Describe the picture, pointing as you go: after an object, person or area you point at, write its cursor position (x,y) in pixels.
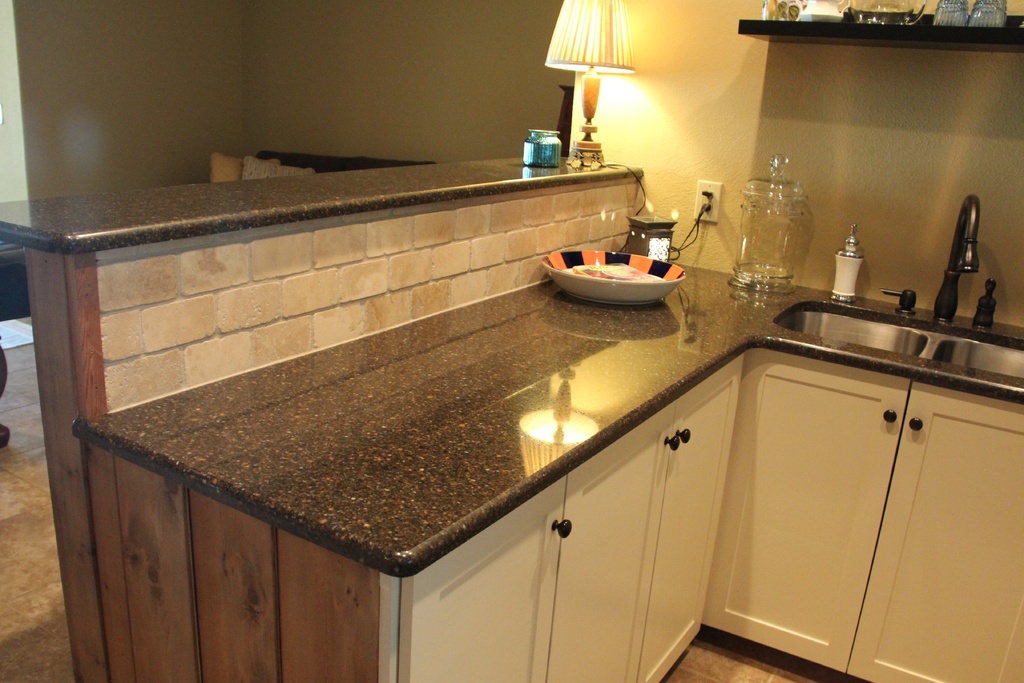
In this image I can see few countertops (575,312) and in the front (655,565) I can see cupboards (655,565). In the background (552,130) I can see few jars (549,163), a plate (625,294), a lamp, few sinks (919,329), a water tap (947,286) and on the top of this image (913,41) I can see few stuffs (964,15) on this rack (970,27).
